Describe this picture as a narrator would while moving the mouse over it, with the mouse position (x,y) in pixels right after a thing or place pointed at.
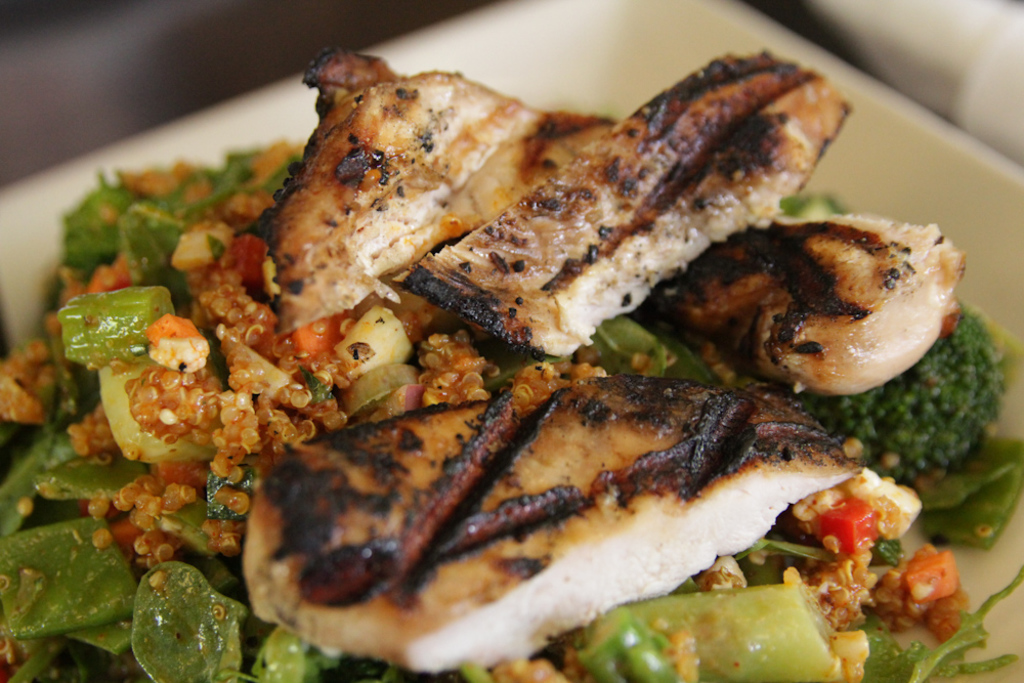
In this picture we can see some food (273,144) on a plate (859,173).
